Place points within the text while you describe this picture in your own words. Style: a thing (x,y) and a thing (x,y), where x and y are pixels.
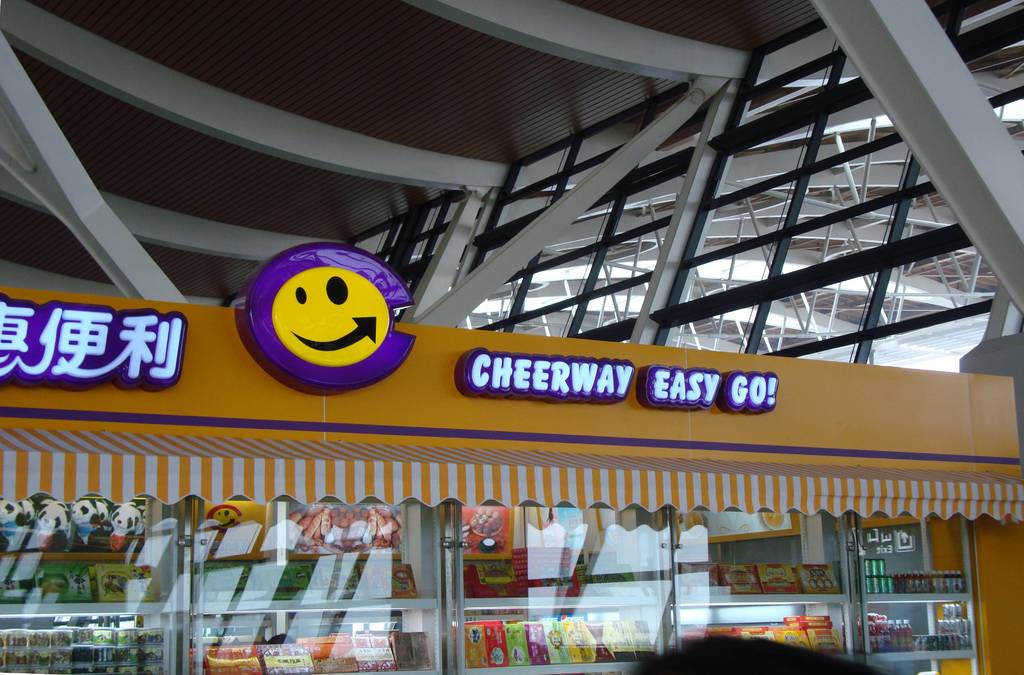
In this picture there is a stall (520,533) at the bottom (397,506) with a picture (286,329) and some text (612,385). On the top (379,225) there are rods (549,221) and a roof (466,90).
